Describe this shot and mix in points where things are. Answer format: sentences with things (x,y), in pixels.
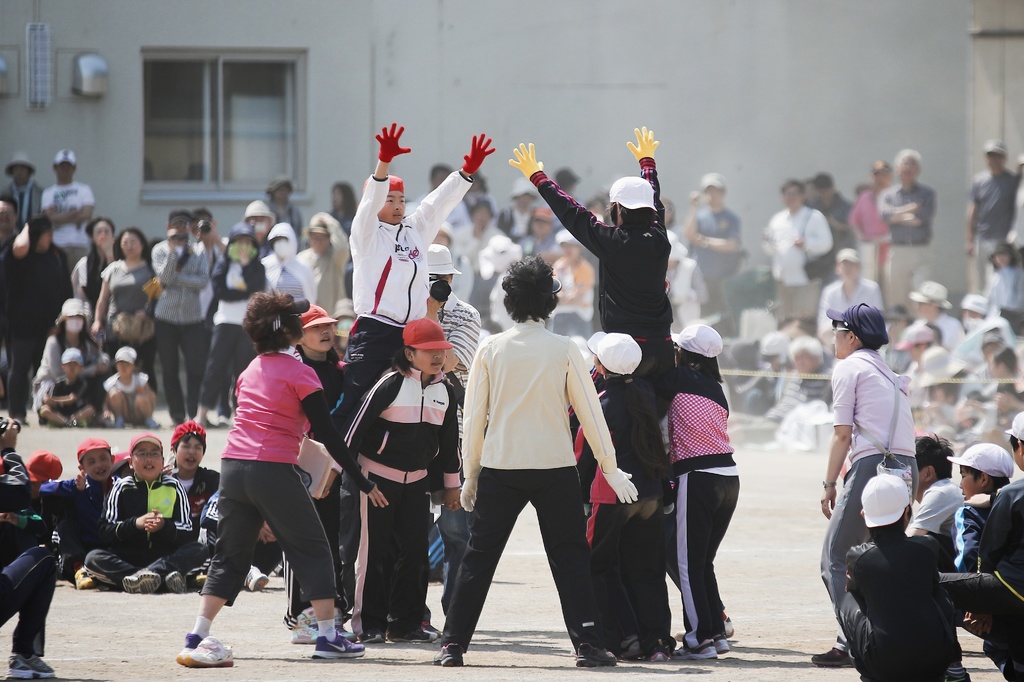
In this image I can see group of people (330,492) standing. In front (505,342) the person (391,279) is wearing white and black color dress (403,295). In the background (487,172) I can see the glass window (182,72) and the building (647,69) is in white color.
